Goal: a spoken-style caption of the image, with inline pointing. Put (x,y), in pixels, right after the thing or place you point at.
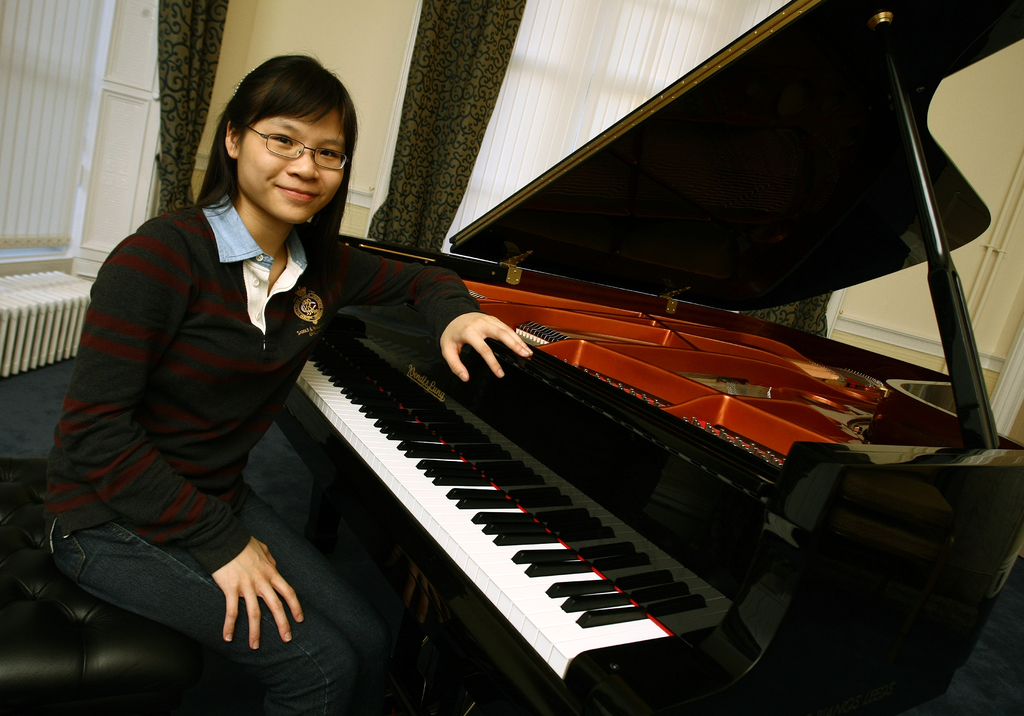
A woman (219,133) is sitting beside a piano (778,484). She wears a T shirt (255,422) and denim pant (266,520). There are windows (554,108) with curtains (463,81) in the background (561,96).
